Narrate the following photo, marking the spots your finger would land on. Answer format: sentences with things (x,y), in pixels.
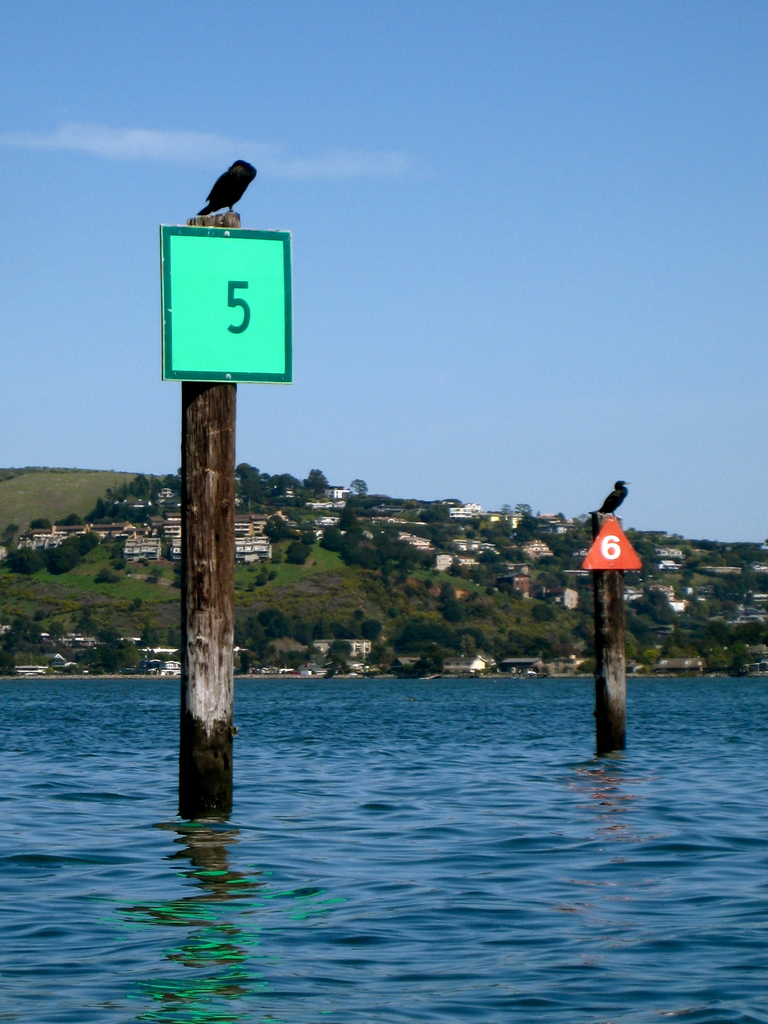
In this image, we can see some water (176,761). We can see some wooden poles (217,424) with boards (228,239). We can see some birds (217,195). We can see some buildings (567,587), grass (105,587) and trees (397,561). We can also see the sky (410,413) with clouds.
